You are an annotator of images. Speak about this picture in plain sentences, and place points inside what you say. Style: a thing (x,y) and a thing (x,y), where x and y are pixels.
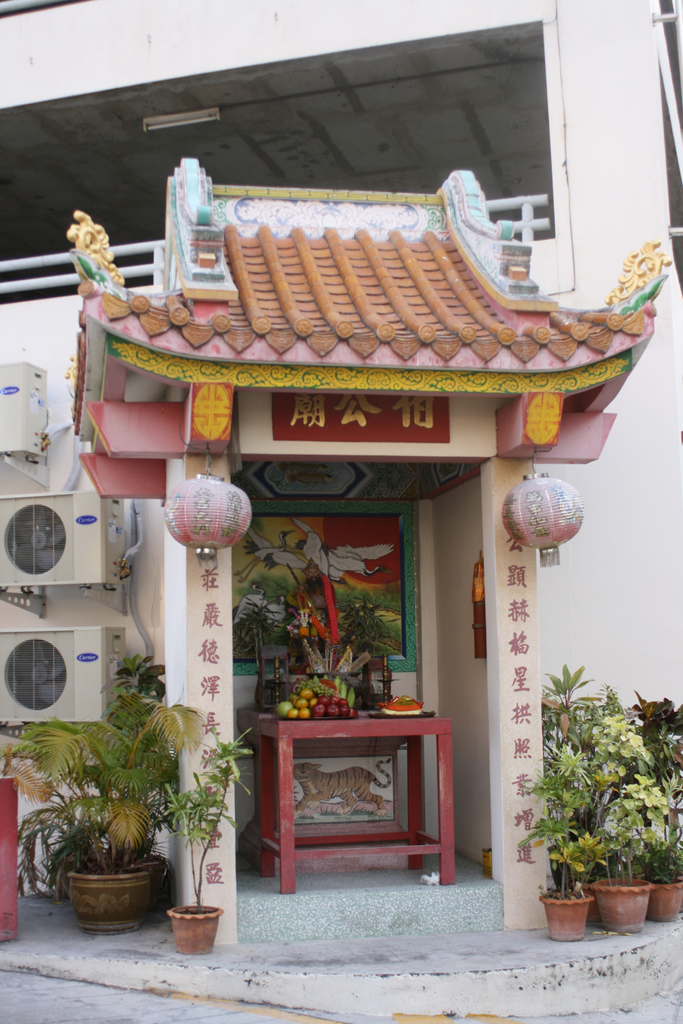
In this image I can see few fruits (314,685) in the brown color tray (313,718) and the tray (340,716) is on the table (373,731). In the background (371,556) I can see the board (365,543) attached to the wall (422,680). In front (233,356) I can see an arch (267,340), few plants (111,836) in green color and I can see three air conditioners (21,646) and the wall (575,113) is in white color and I can also see the railing (8,268).
